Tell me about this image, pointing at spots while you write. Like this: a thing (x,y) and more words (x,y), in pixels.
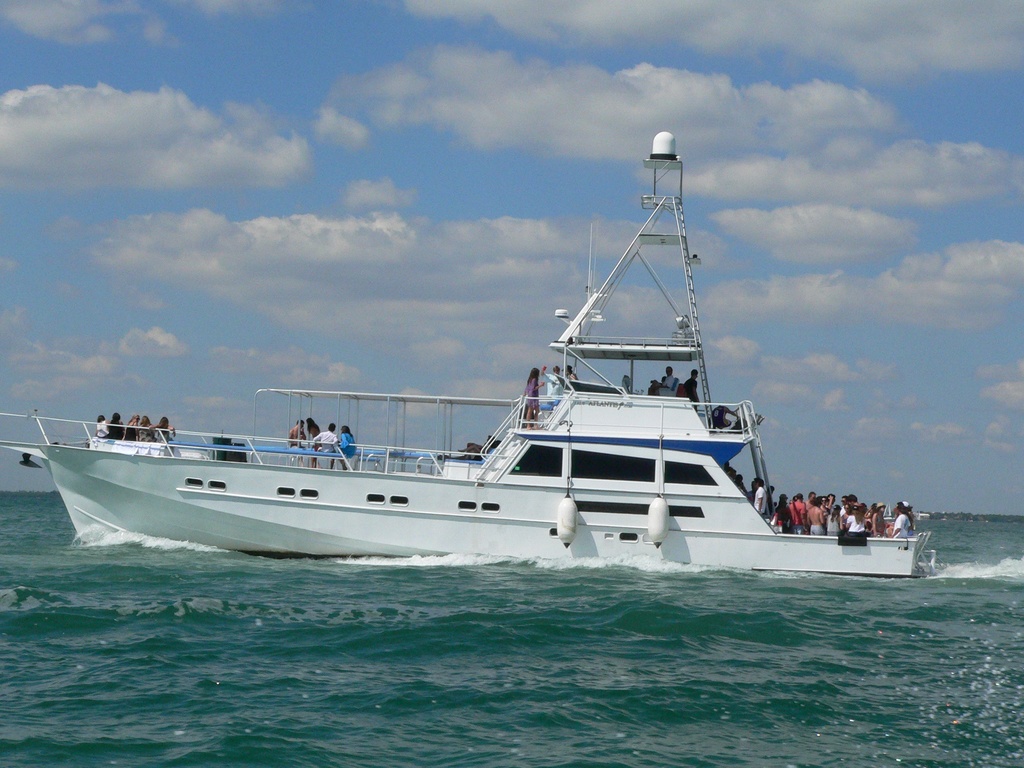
In the middle of this image (586,466) there is a boat (412,483) on the water (436,663). In the boat (740,528) there are few people (820,514) standing and few people (319,443) are sitting. At the top of the image (338,173) I can see the sky (544,137) and clouds (881,59).
